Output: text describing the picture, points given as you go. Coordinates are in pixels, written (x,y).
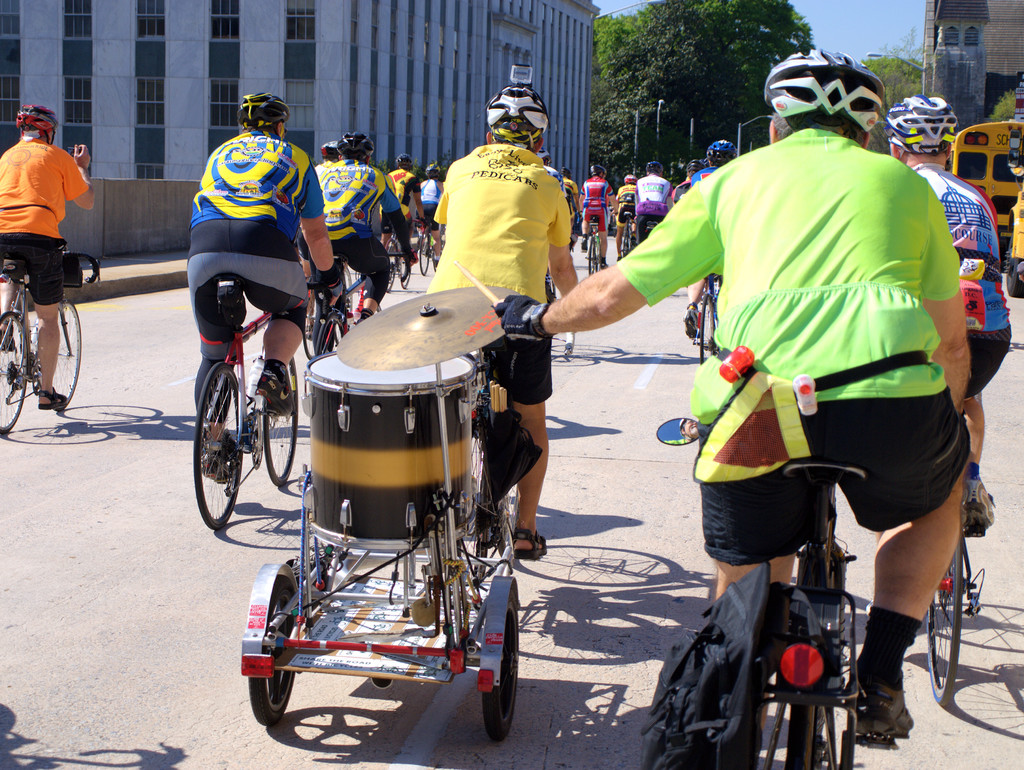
In this image I can see a group of people (430,289) are cycling on the road (133,530). The man (819,429) in the right side (812,220) is holding an object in his hand (521,329). I can also see there are few trees (663,48) and building (330,51).
